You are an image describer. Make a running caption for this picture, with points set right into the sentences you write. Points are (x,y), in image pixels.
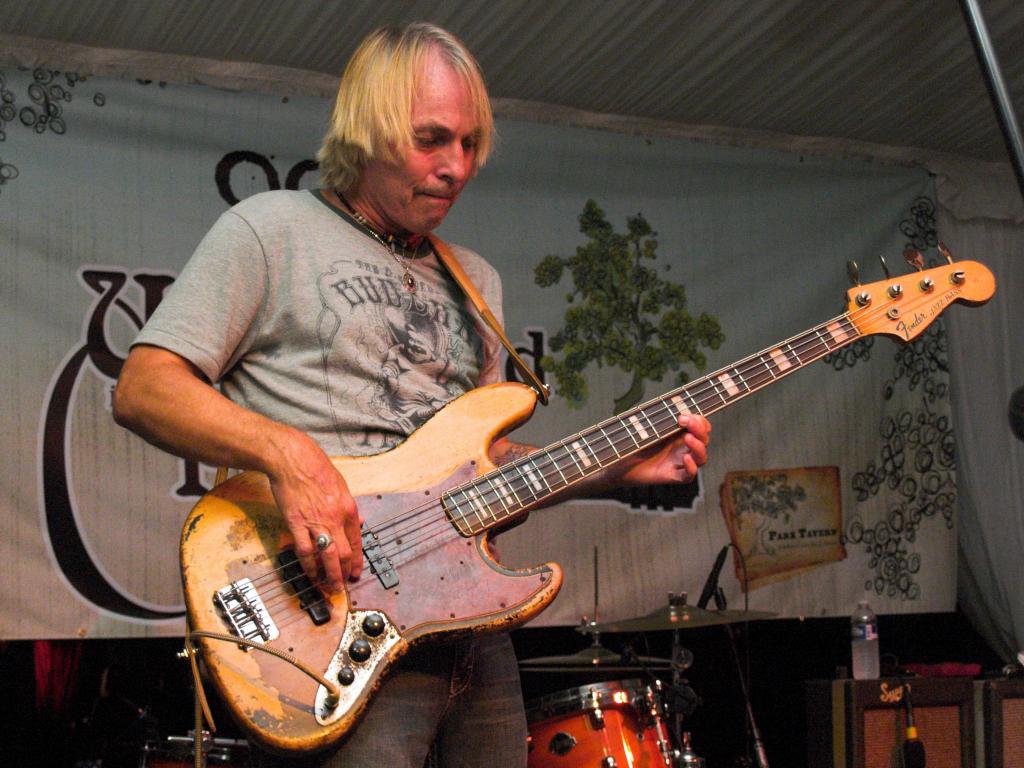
In this image, there is a person (196,410) standing and playing a guitar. A roof top (755,57) is of tin shed (900,71). The background (46,266) is covered with a poster (635,300). At the bottom of the image (624,667), there are musical instruments (573,703) kept and an amplifier (838,720) on which bottle (865,663) is kept. It looks as if the image is taken in a cover stage area (543,671).
